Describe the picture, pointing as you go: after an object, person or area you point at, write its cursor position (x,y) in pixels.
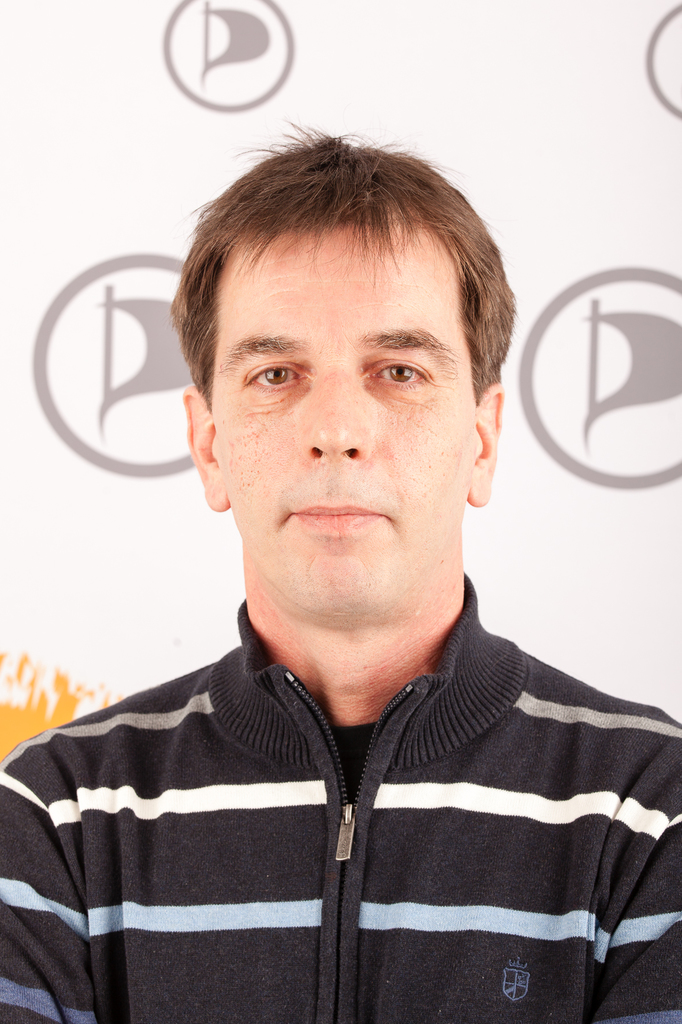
In this picture I can see a man (237,456) in front (323,679) and I see that he is wearing a jacket (265,758), which is of white, black, blue and grey color. In the background (197,482) I can see a board (56,331) on which there are few logos (139,328).
